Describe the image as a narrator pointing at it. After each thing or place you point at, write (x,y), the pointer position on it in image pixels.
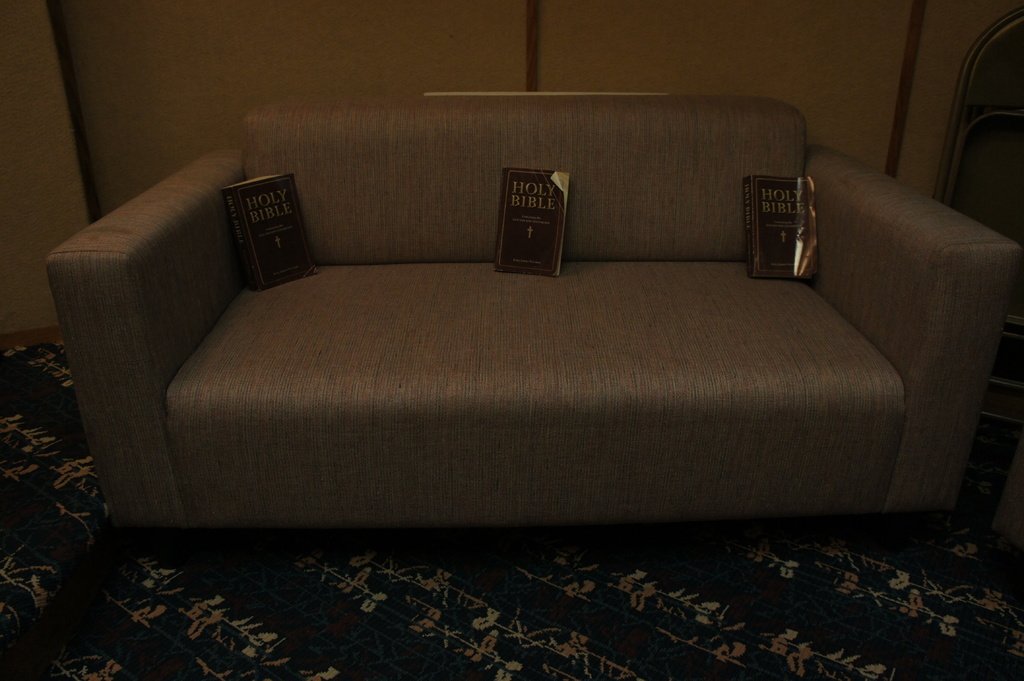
In this image there is a sofa (604,226), on that sofa (909,233) there are three books (275,243), in the background (365,62) there is a wooden wall (920,151).
